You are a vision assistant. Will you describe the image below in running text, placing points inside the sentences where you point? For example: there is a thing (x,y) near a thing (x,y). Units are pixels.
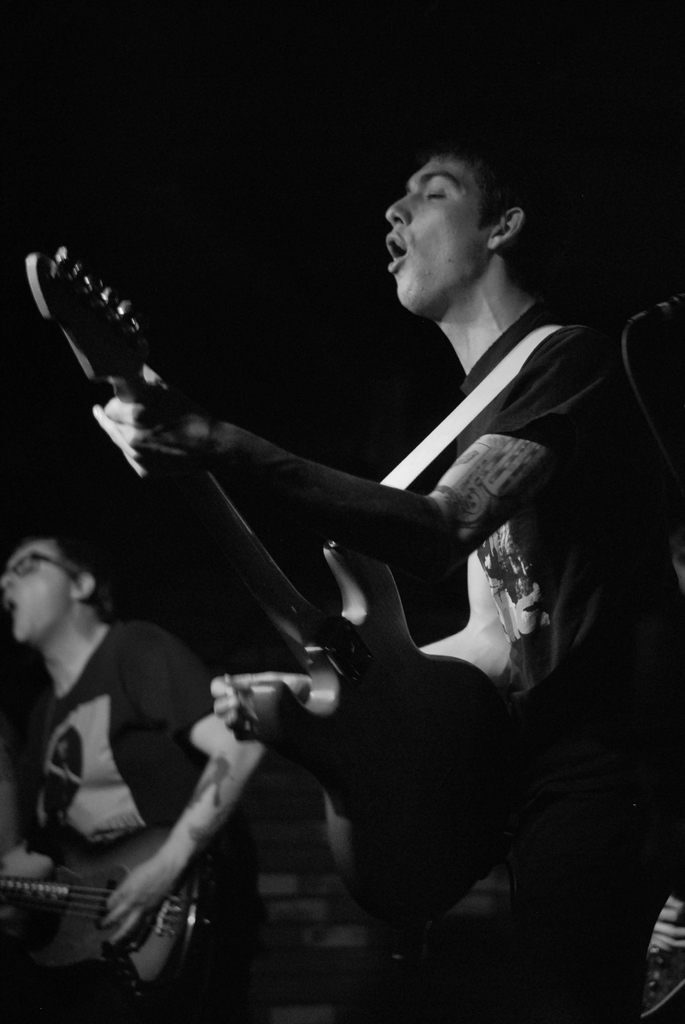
This is the picture of a man (489,435) who is holding the guitar (417,842) and playing it and beside him there is an other person (86,789) who is holding the guitar (54,901).
